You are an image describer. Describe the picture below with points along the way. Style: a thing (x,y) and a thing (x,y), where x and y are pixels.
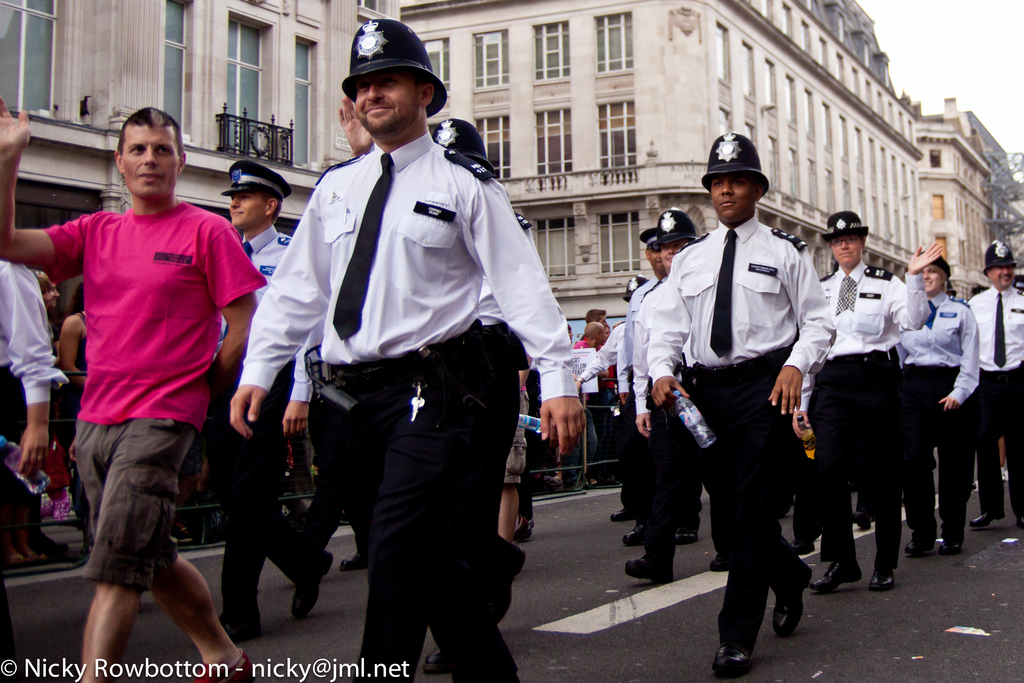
In this image I can see number of person (491,258) wearing white shirts (462,290), black ties (371,266), black pants (386,455) and black hats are standing on the road (645,602) and a person (152,376) wearing pink t shirt (135,312) and short (128,459) is standing on the road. In the background (993,90) I can see few other persons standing on the side walk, few buildings (295,97) and the sky (954,72).
